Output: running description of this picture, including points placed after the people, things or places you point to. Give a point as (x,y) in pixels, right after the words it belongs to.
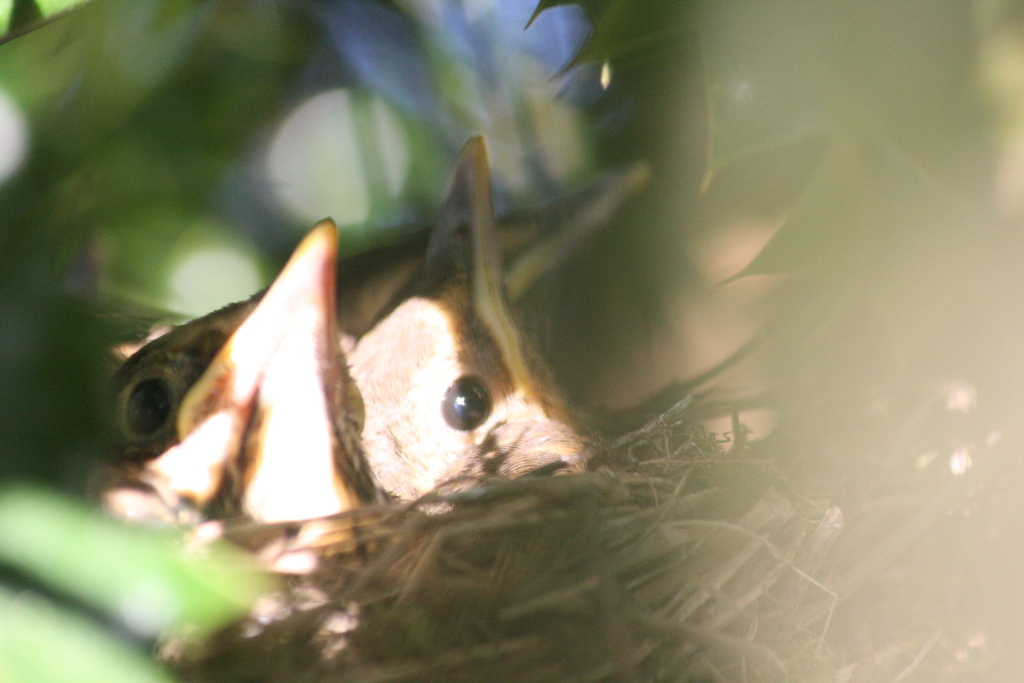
In this image I can see a nest (435,500) and on it I can see three birds (526,445). I can also see number of leaves (102,378) around the nest (645,545) and I can see this image is little bit blurry.
